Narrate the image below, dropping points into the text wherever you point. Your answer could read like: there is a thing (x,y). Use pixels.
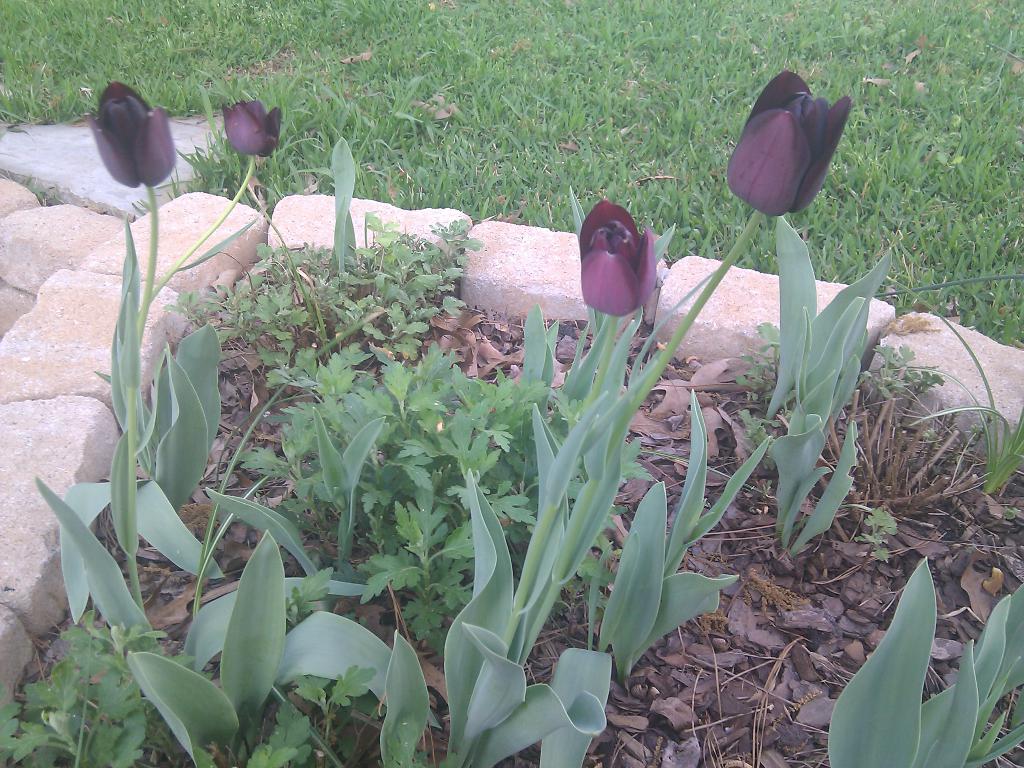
This image consists of plants (534,549) along with flowers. At the top (600,73), there is grass (552,77). And there are rocks (177,324) around the plants (204,752).
